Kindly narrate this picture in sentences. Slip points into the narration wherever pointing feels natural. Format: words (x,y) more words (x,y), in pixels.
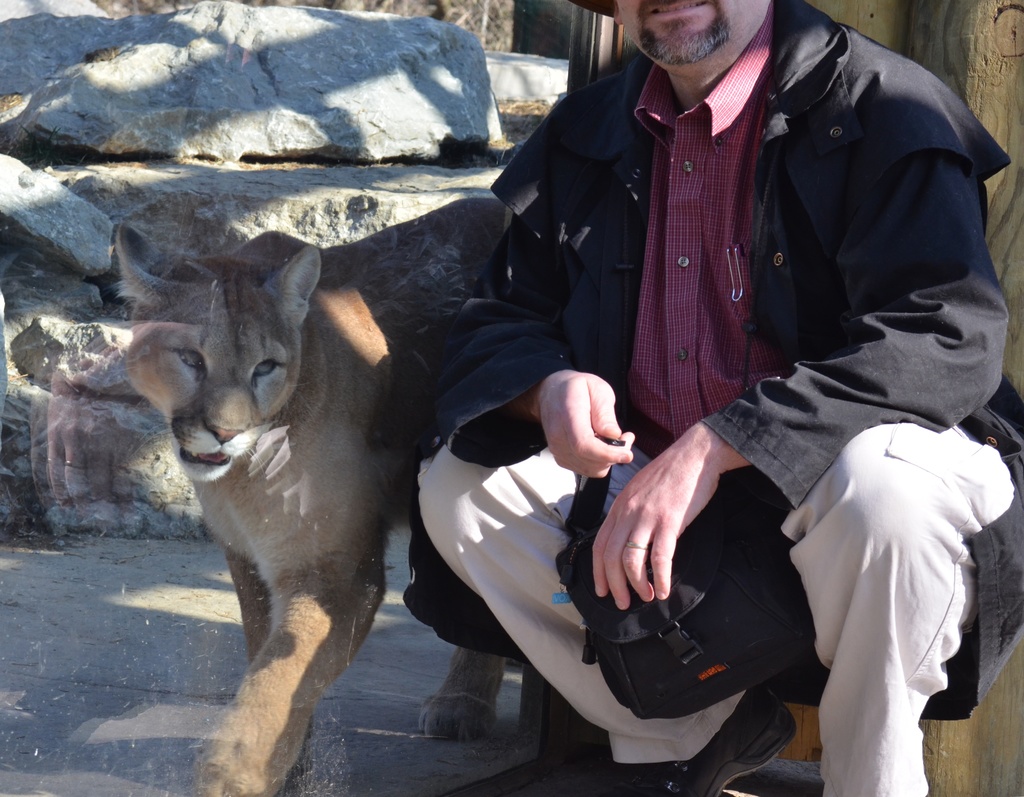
In the image we can see there is a person (906,590) sitting beside a cougar (328,393) and the person (680,295) is wearing a black jacket (954,309).
